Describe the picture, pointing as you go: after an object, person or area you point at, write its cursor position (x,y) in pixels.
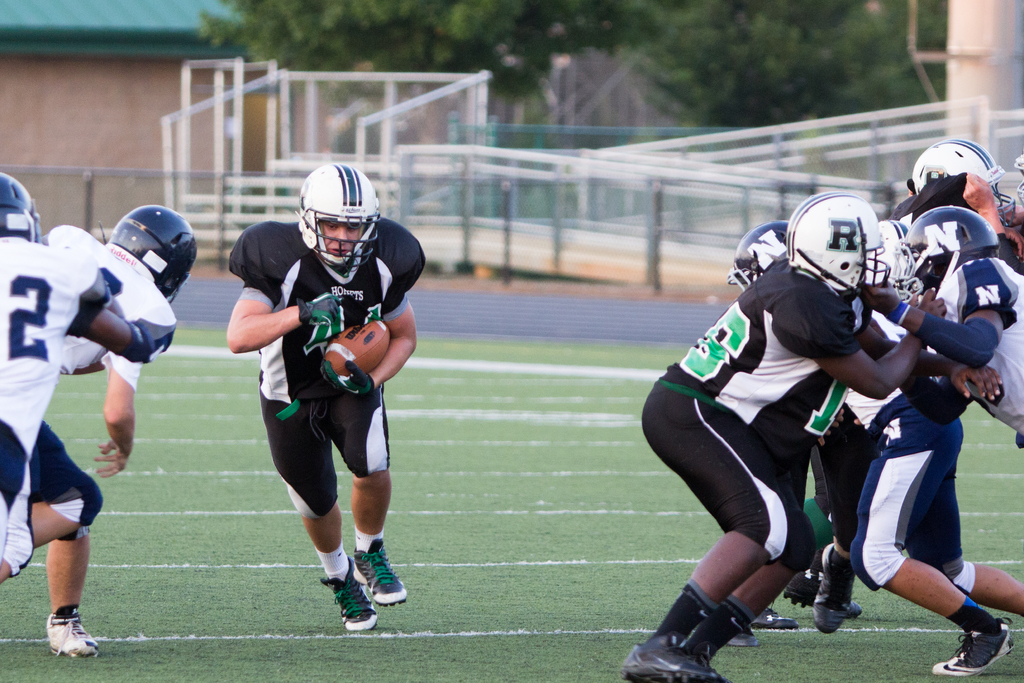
In this image we can see a group of people (357,367) playing a game on the ground (504,410) in which one of them is holding a ball (375,334), there we can see a few marks (519,421) on the ground (560,343), behind them we can see the fence (659,265), stairs (312,156), building (145,41), few trees (847,89) and a pillar (965,46).
